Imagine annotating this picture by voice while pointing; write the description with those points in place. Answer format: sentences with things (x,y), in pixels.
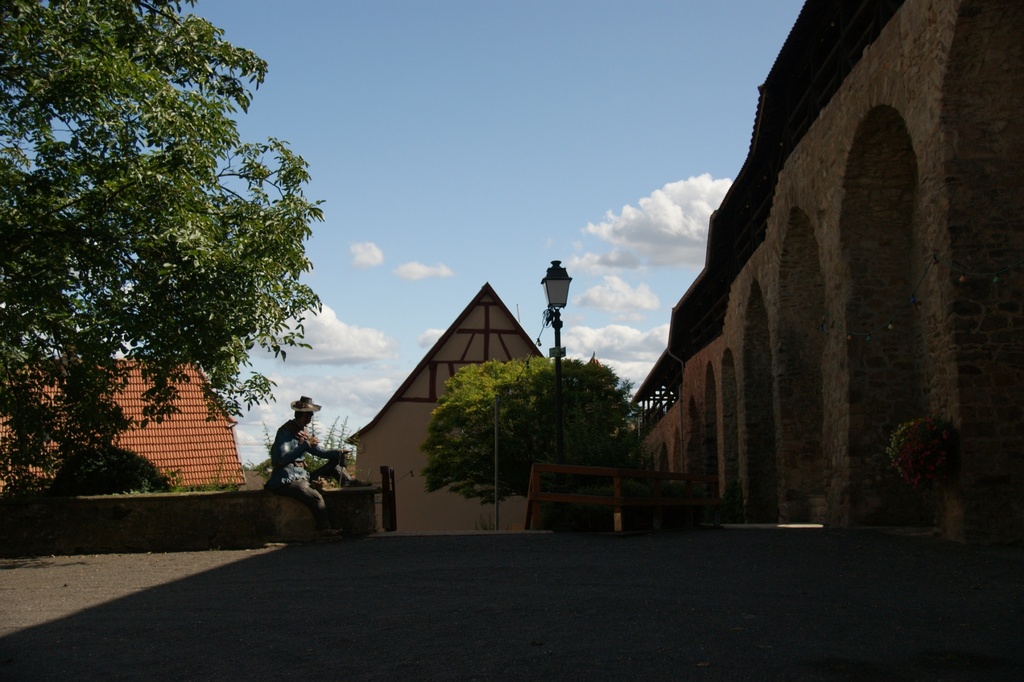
On the right side (762,269) we can see pillars (775,352) and arches (787,361). And there is a light pole (559,320), wooden railing (616,502) and tree (548,436). Also there are buildings (425,381). On the left side (85,274) there is a tree (257,374) and a person (293,424) wearing cap (316,407) is sitting on a wall (191,495). In the background (389,168) there is sky (468,153) with clouds (278,411).
